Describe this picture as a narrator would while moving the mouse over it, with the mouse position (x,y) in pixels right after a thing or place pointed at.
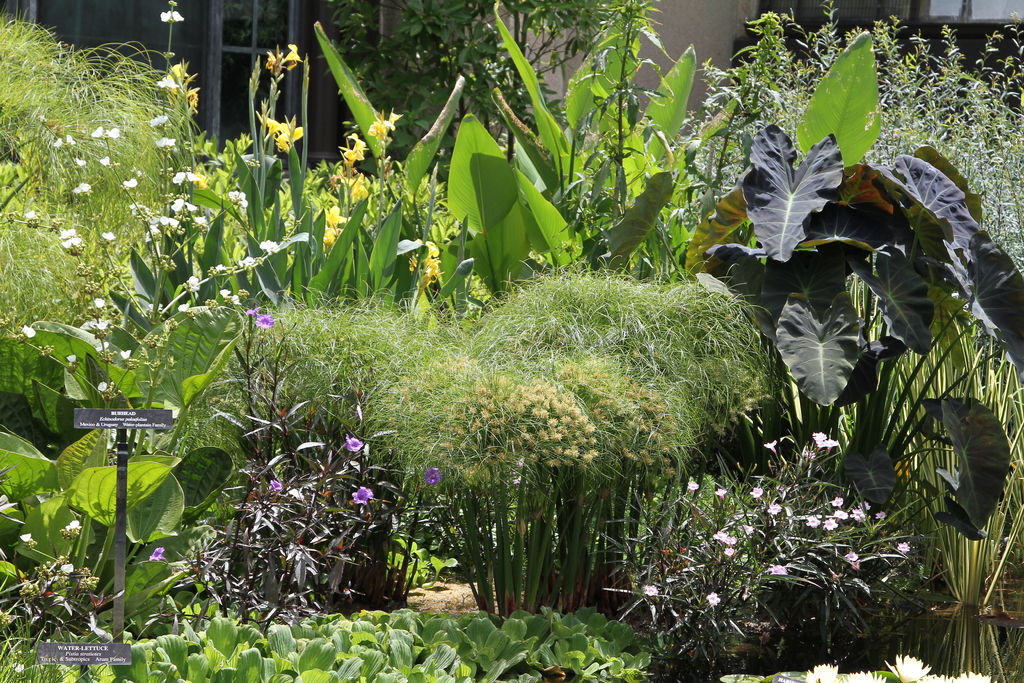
In this image we can see trees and plants (632,518). In the background (766,3) we can see building (781,13).
